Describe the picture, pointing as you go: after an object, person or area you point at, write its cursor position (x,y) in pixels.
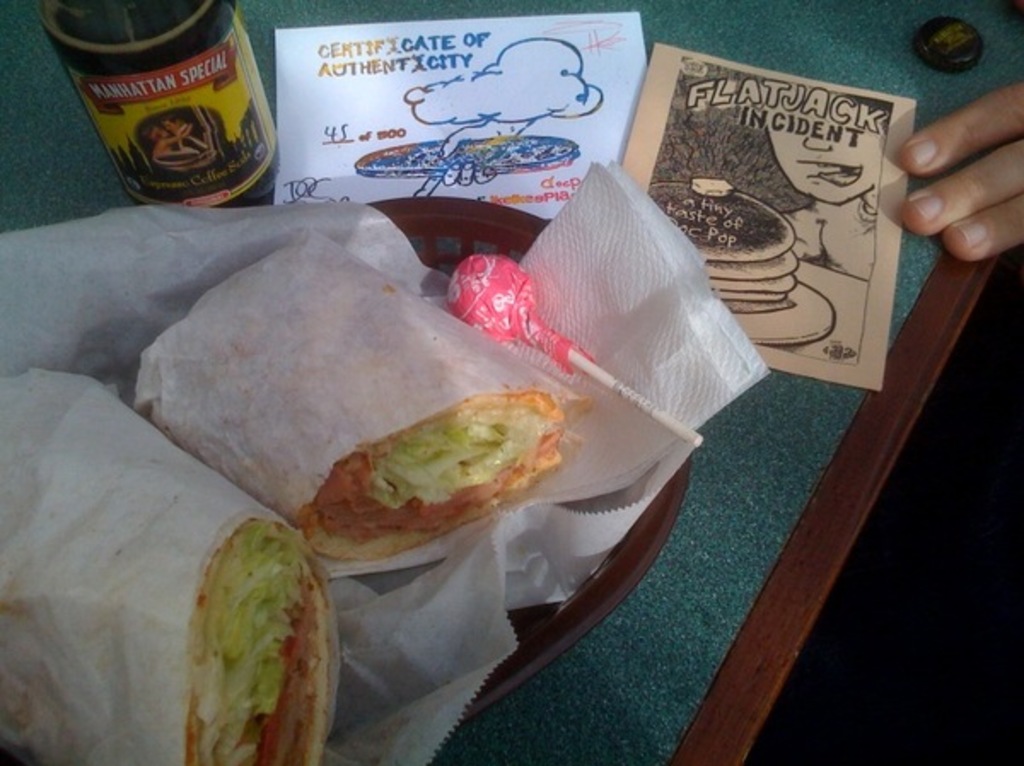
In this image we can see a table (779,48) on which there is a basket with food items (261,600) in it. There are papers (493,173). There is a bottle (272,171). To the right side of the image (928,141) there are persons fingers (946,182).
